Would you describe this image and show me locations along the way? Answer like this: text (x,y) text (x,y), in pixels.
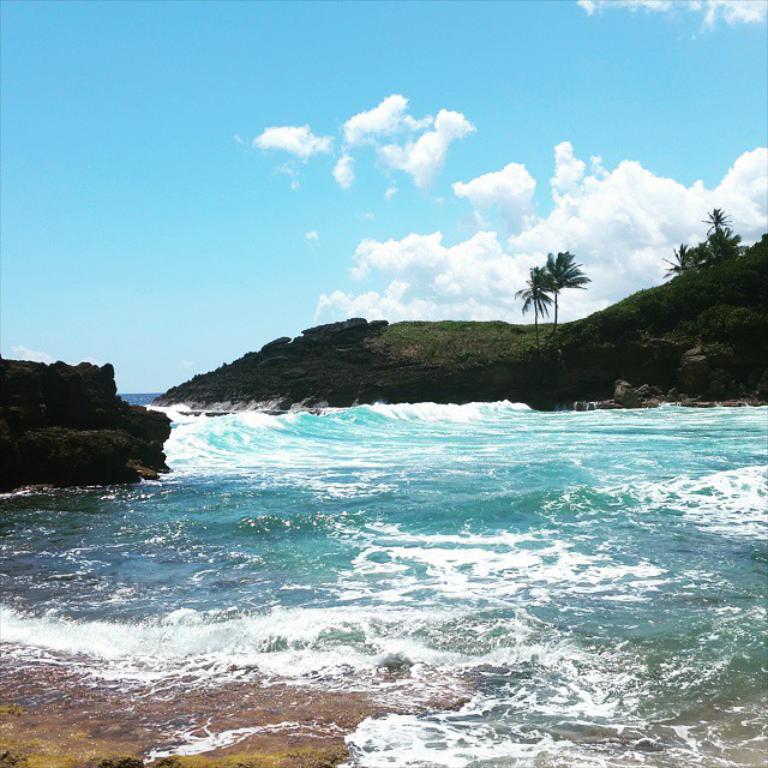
In this image we can see sky (231,175) with clouds (525,178), trees (569,287), hills (589,343), rocks (620,400) and sea (285,546).
